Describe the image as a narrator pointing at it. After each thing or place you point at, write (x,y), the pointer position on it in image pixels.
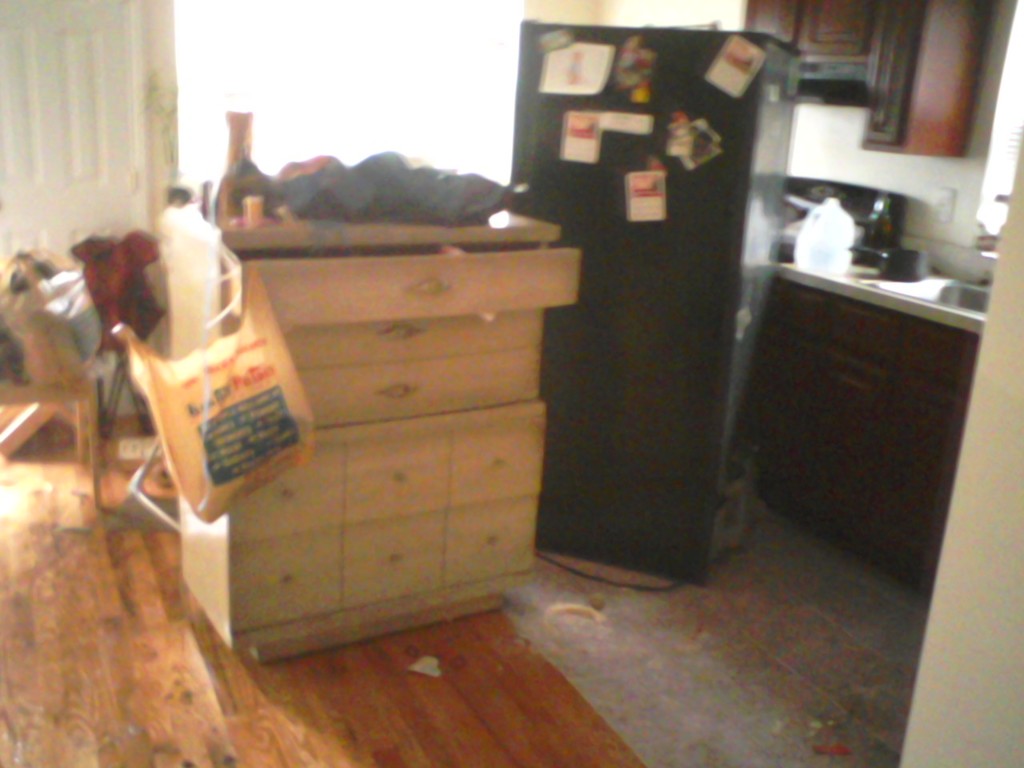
In the middle of the image (356,354), there is a cupboard (418,411) on which, there are some objects (493,211). Beside this cupboard (414,601), there are some posters (756,54) pasted on an object (763,167). On the right side (920,291), there is a sink (950,299) and other objects (904,247) on a table (932,304). In the background (665,7), there is a white color surface (369,78).
